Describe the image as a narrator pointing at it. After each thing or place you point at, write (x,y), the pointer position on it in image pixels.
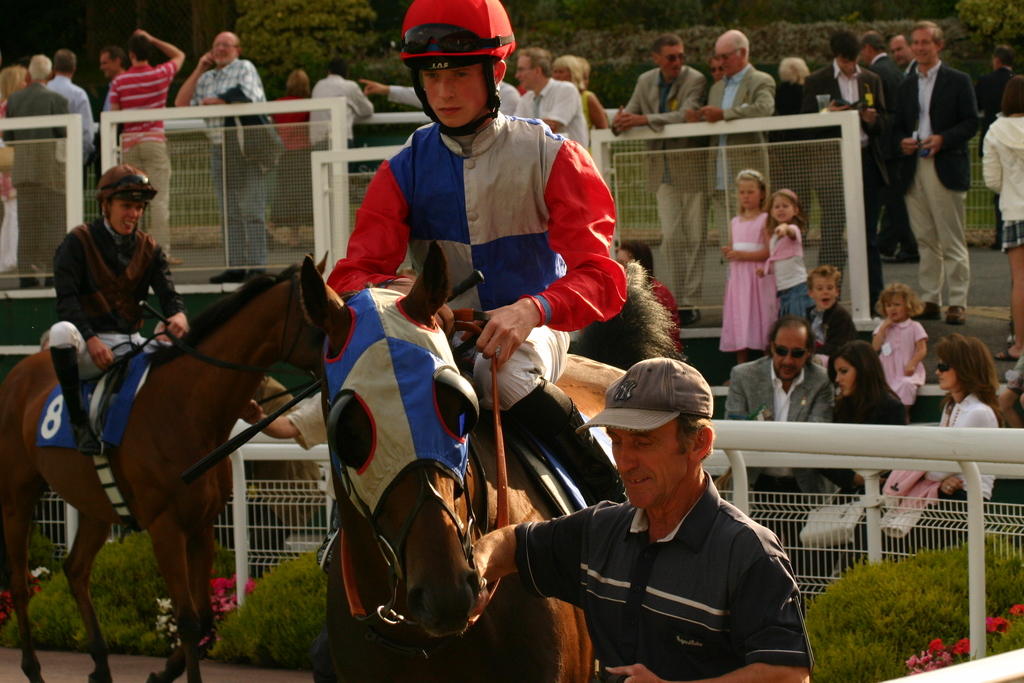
Here we can see a person (583,164) sitting on the horse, and here is the person (635,510) standing, and at back (690,88) here are the group of people (751,98) standing.
